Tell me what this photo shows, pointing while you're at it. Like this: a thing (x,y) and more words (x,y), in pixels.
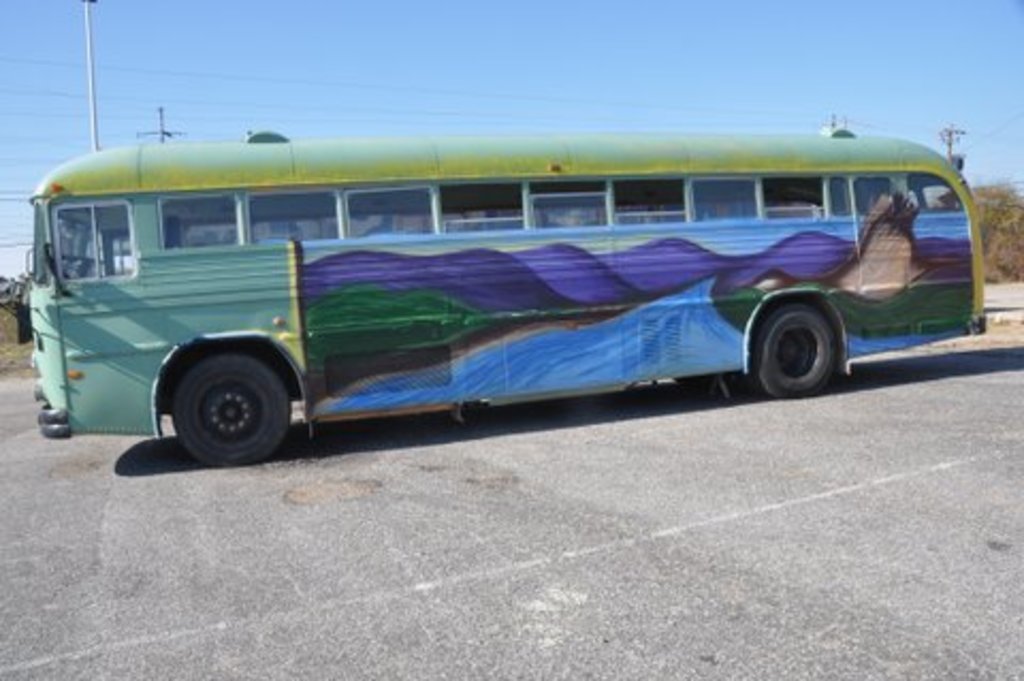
In this image, there is an outside view. There is a bus (817,239) in the middle of the image (519,291). There is a sky (481,129) at the top of the image (478,77). There is a pole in the top left of the image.
